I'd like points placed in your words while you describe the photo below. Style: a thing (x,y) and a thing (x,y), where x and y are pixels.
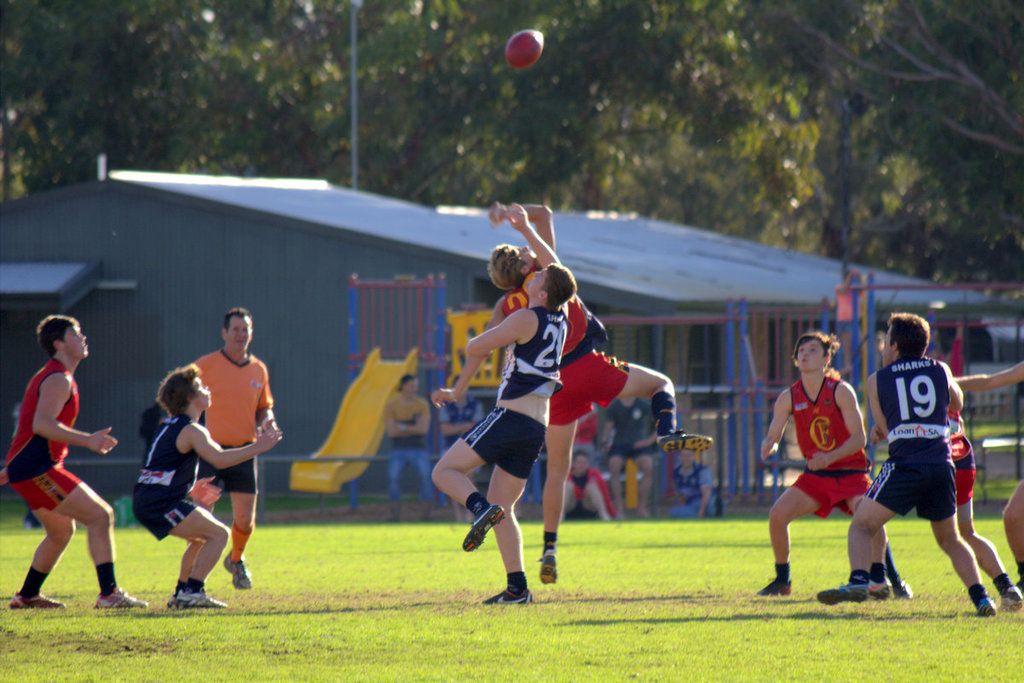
In this picture we can see a ball (509,41) is in the air, some people (525,338) on the grass (576,537), sliding (365,385), shed (48,200), windows (724,347), fence (778,349), some objects (853,334) and in the background (662,75) we can see trees (665,100).
